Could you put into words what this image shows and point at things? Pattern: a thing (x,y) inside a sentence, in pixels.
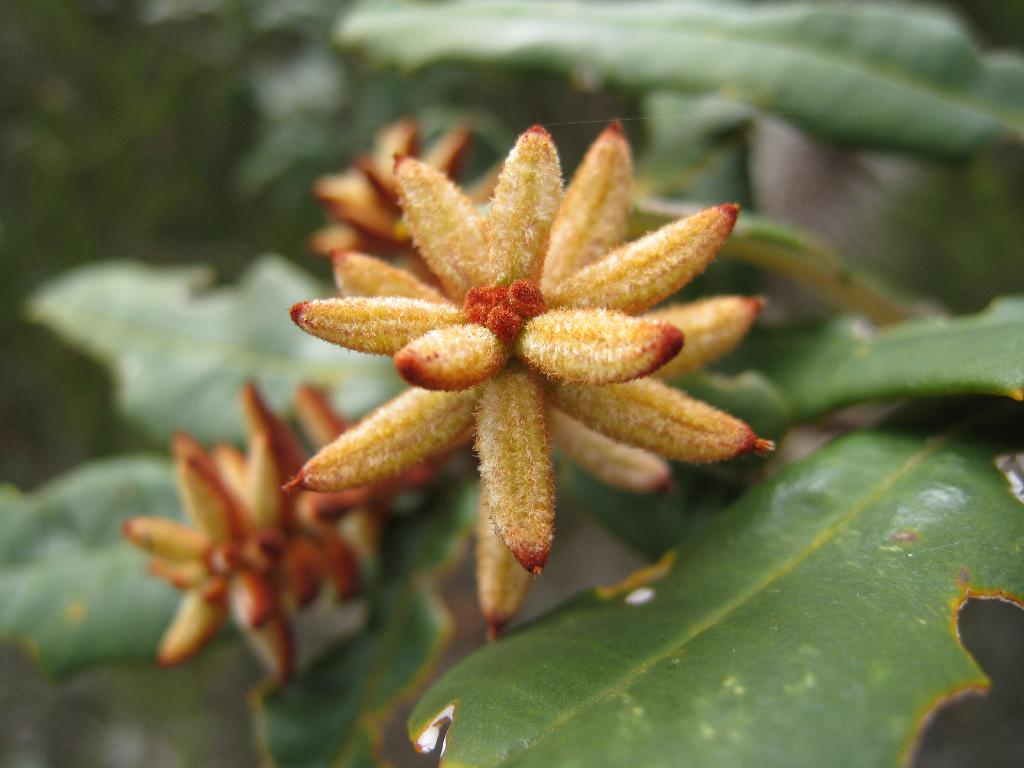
In this image we can see a flower (381,410) and leaves (698,562) of a plant (759,481).
